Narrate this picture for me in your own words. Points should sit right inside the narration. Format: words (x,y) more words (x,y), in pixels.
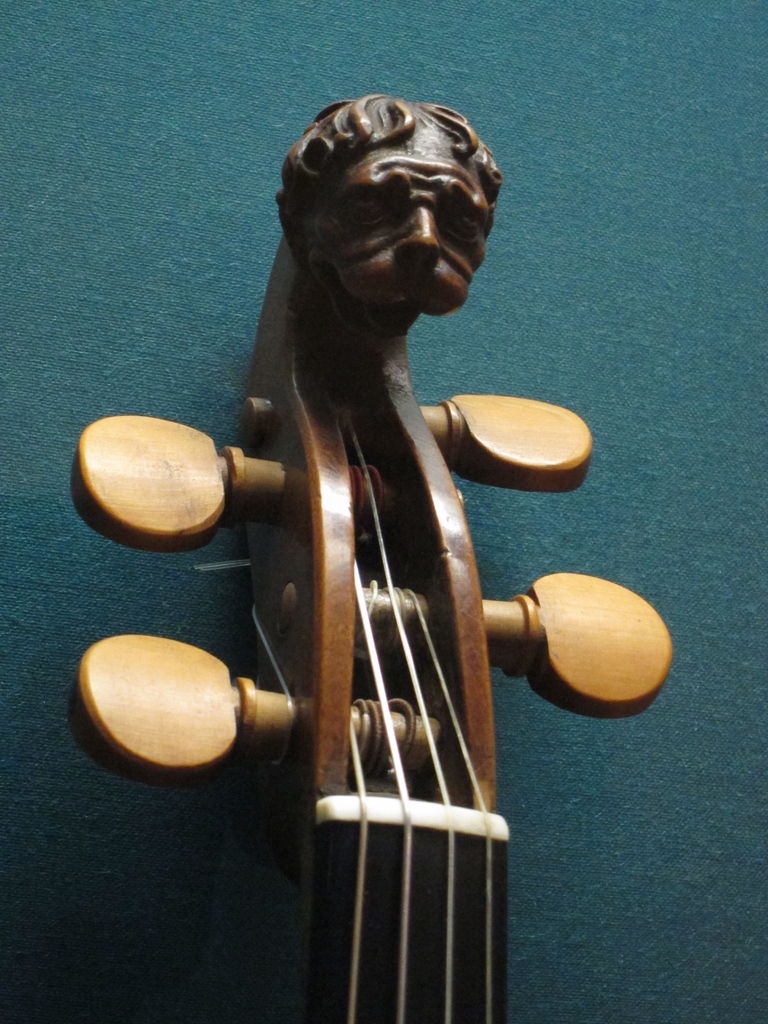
This image consists of some musical instrument (317,702). The background (661,117) is in blue color, and this musical instrument (329,579) is in brown color.
